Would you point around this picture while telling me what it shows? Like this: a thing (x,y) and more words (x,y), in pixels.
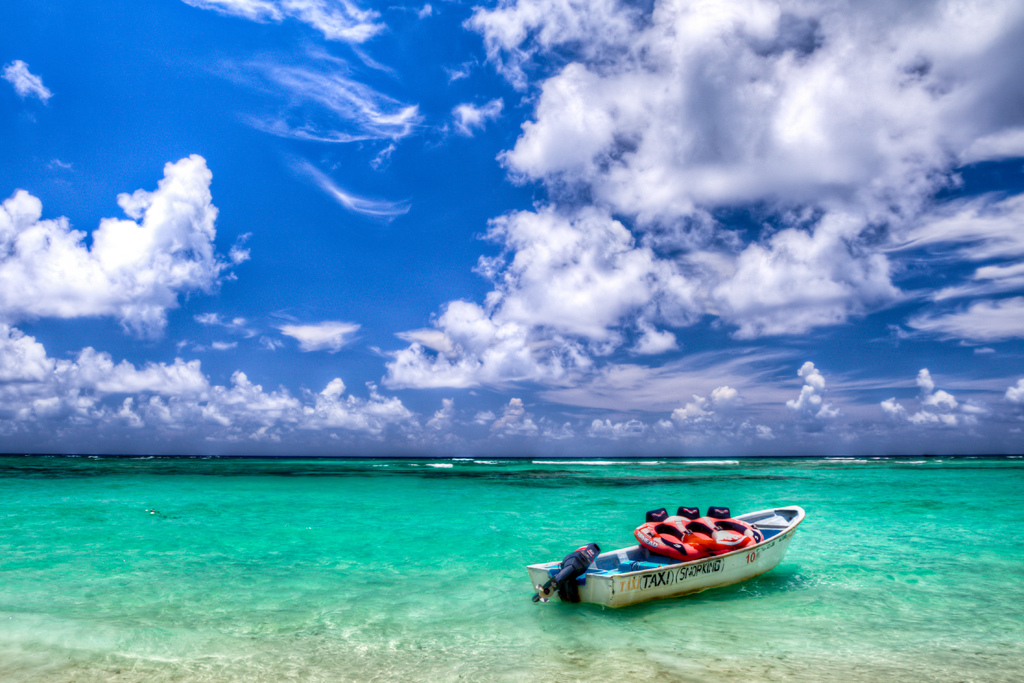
In this image we can see a boat (692,569) on the water (522,533). In the background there is sky (206,388) with clouds (613,282).
